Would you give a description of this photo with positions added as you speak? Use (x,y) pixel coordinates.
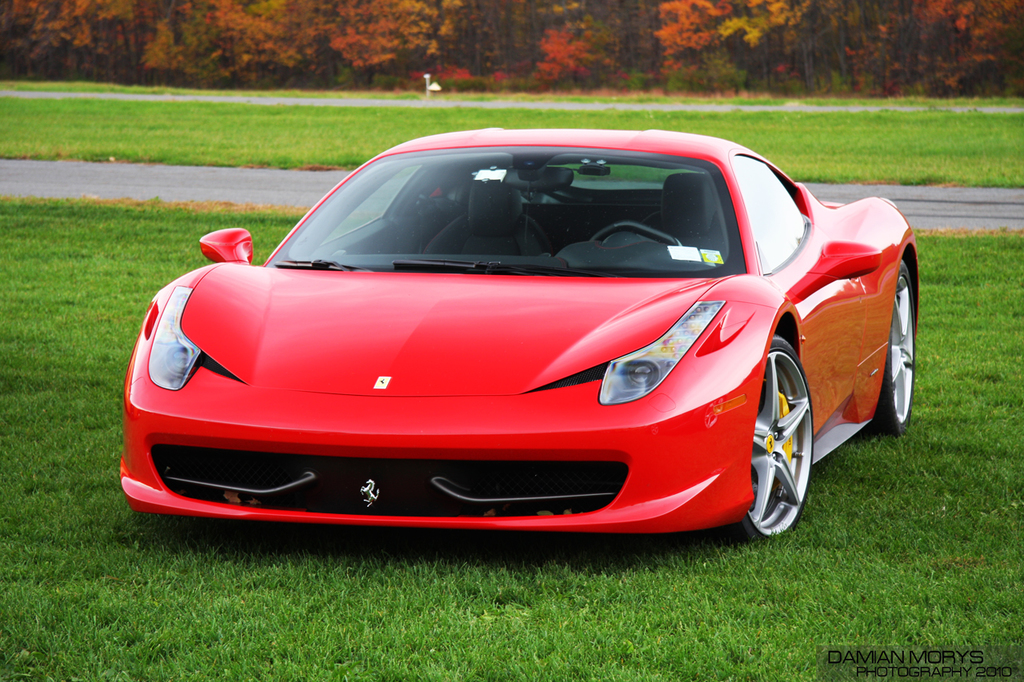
In this picture, in the middle (468,241), we can see a car (488,201) which is in red color. In the background (255,23), we can see some trees (602,28) and plants (873,50), at the bottom (694,674) there is a grass (971,183) and a road (27,175).
